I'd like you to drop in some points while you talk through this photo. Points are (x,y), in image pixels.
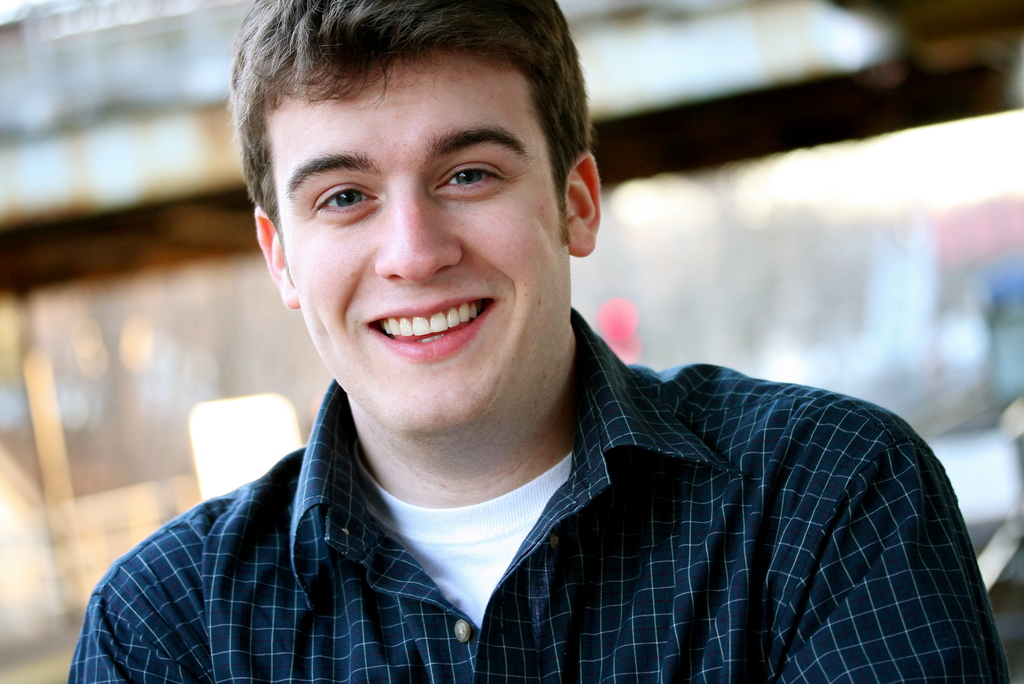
In the picture I can see a person (343,536) wearing checked shirt (544,523) smiling and in the background (613,239) image is blur.
